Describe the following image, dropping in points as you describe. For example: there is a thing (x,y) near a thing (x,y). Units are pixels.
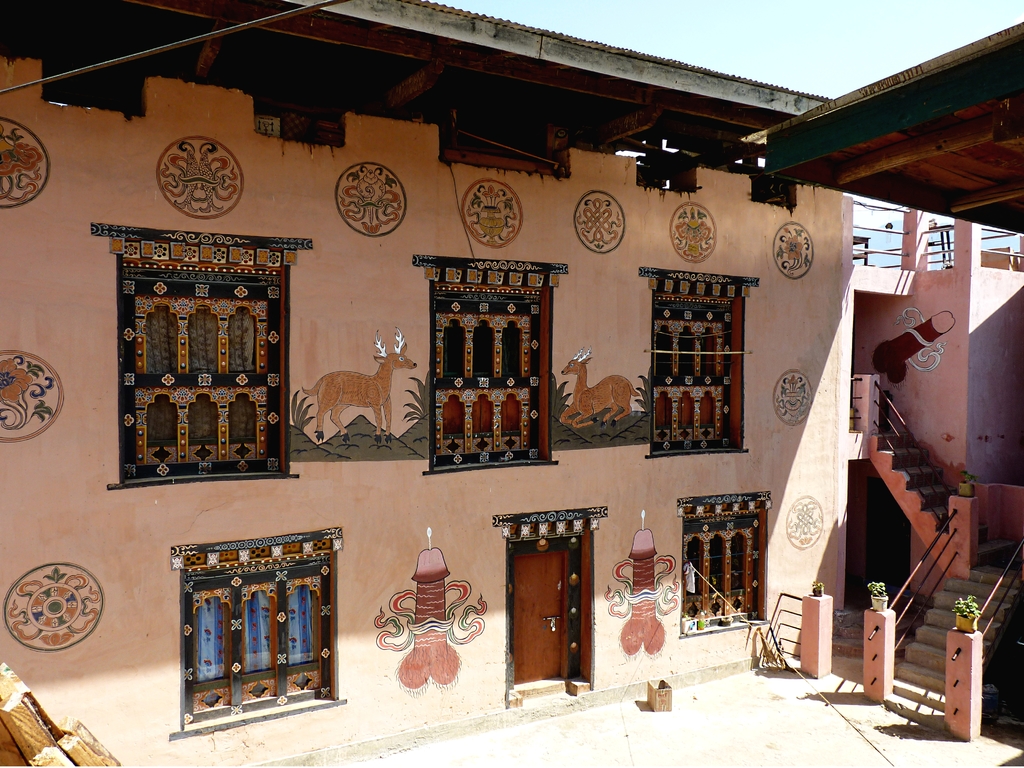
This looks like a house (744,385) with the windows (215,357) and a door (551,587). I can see the wall painting (604,397). These are the stairs (1007,552) with the staircase holder (1001,579). I can see the flower pots (971,629) with the plants (971,607) in it. This looks like a cardboard box (661,702). This is the roof (901,174).
